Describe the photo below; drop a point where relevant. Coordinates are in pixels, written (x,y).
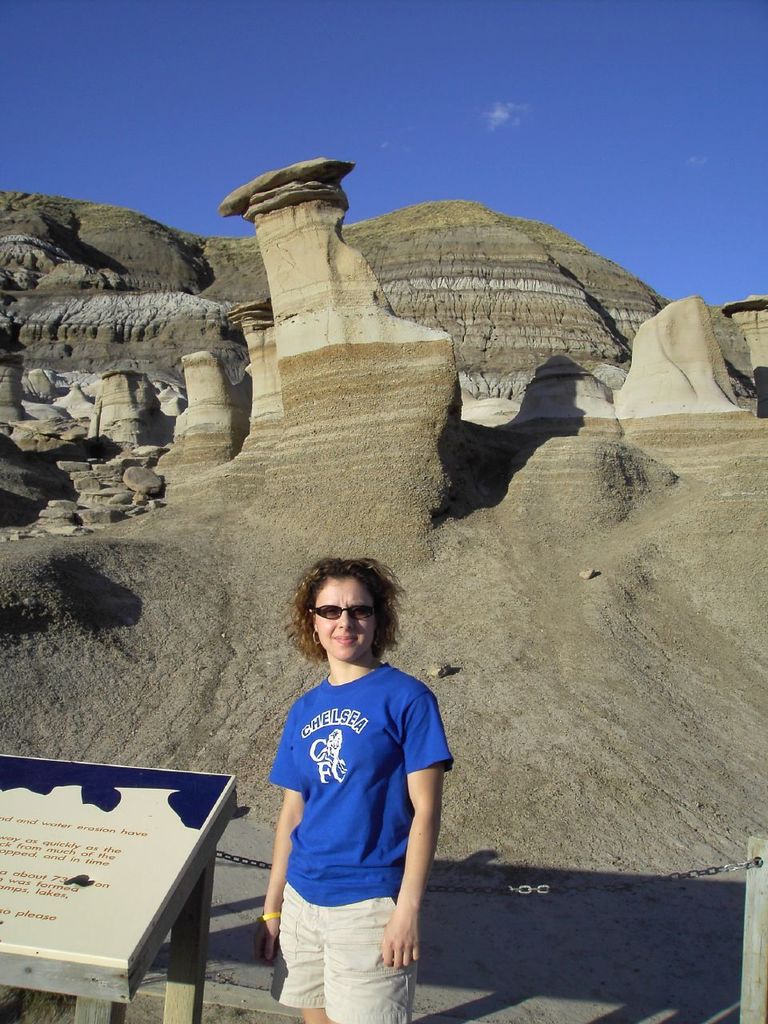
In this image we can see a lady (305,730) wearing goggles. Near to her there is a stand (125,829) with a board (94,855). On the board (91,873) there is text (124,835). In the back (210,418) there are rocks (201,293). Also there is sky (446,156) with clouds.
